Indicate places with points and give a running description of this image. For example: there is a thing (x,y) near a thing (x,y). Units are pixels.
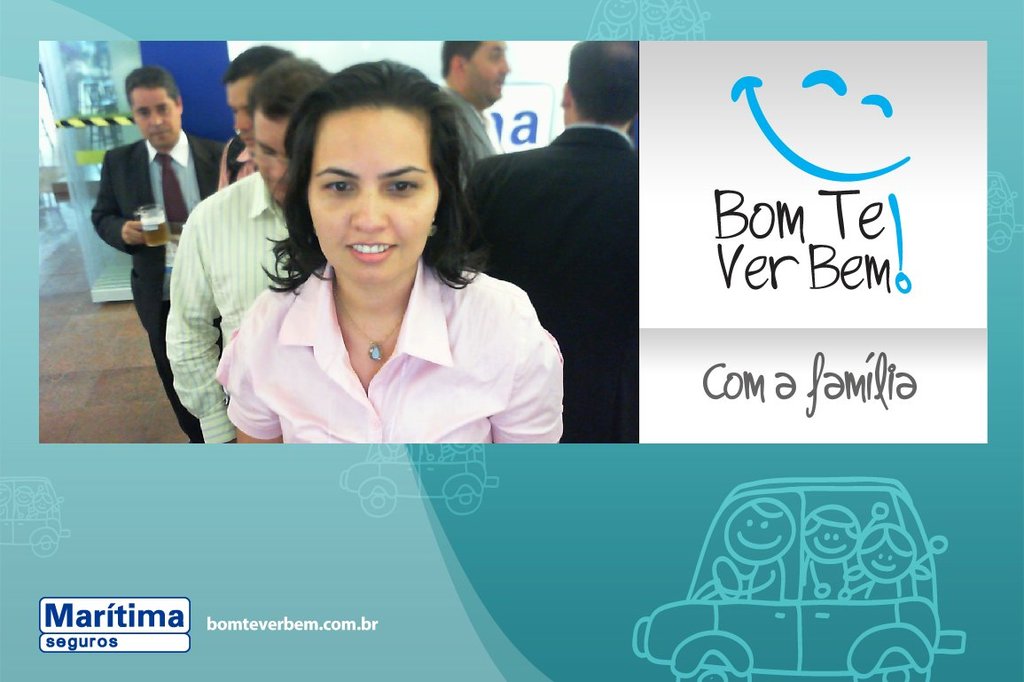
This is a poster (675,236) in this image on the right side (760,285) there is some text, and at the bottom (173,625) also there is some text (216,621). On the left side (213,267) there are some persons (270,303) who are standing and one person (189,188) is holding a glass (146,232), and in the background (512,71) there are some boards (529,76). At the bottom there is floor (98,381).
